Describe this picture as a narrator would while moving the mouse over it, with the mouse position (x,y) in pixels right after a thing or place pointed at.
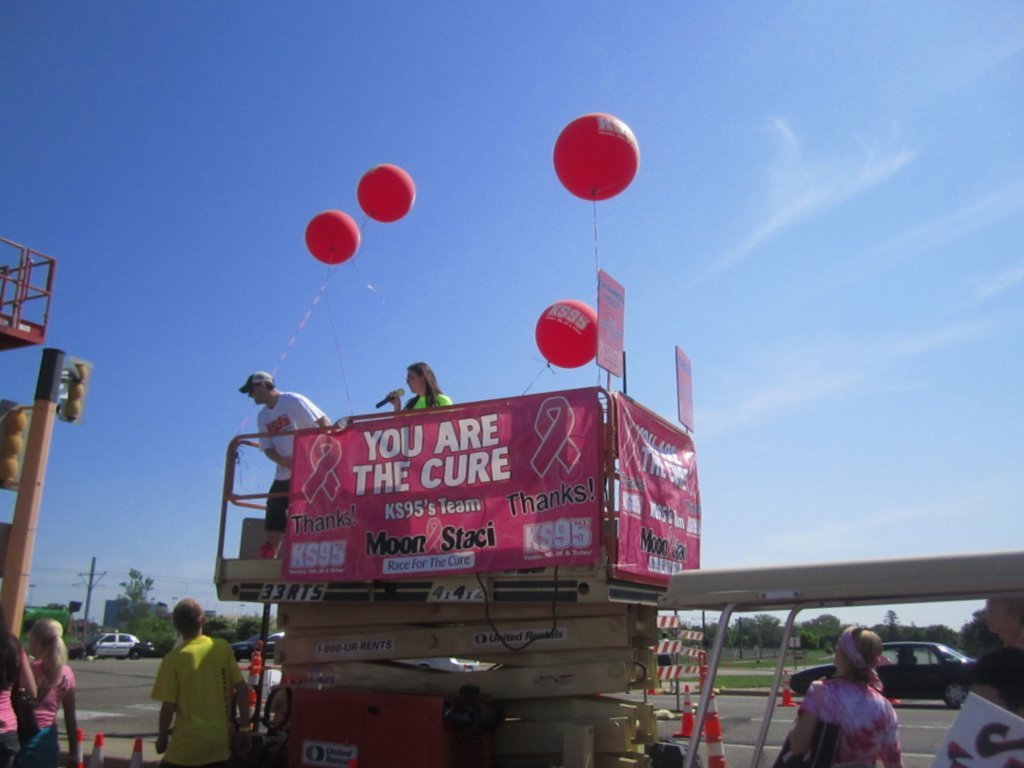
In this image we can see people (184,688) and motor vehicles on the road (140,702), traffic cones (713,710), a man (291,408) and a woman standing on the dais (610,507) and balloons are attached to it, street poles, cables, trees (881,631) and ground (776,665). In the background (205,250) there is sky (167,295) with clouds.
